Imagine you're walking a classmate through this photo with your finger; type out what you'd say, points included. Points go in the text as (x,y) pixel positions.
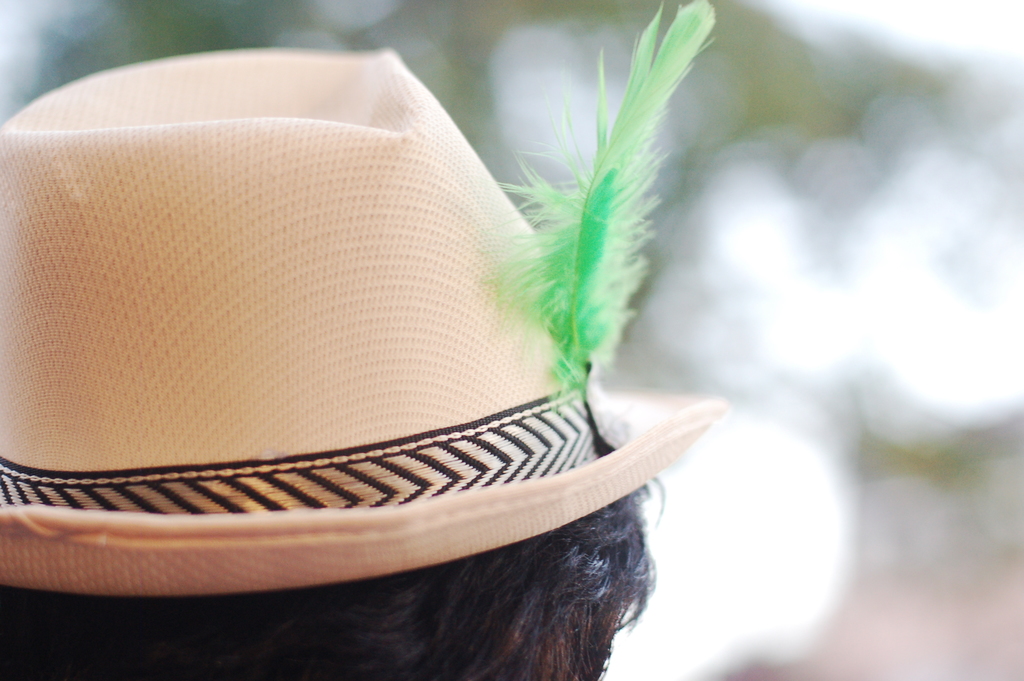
In this picture I can see a hat (475,196) with a feather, on the head (352,596) of a person (556,452), and there is blur background (980,38).
